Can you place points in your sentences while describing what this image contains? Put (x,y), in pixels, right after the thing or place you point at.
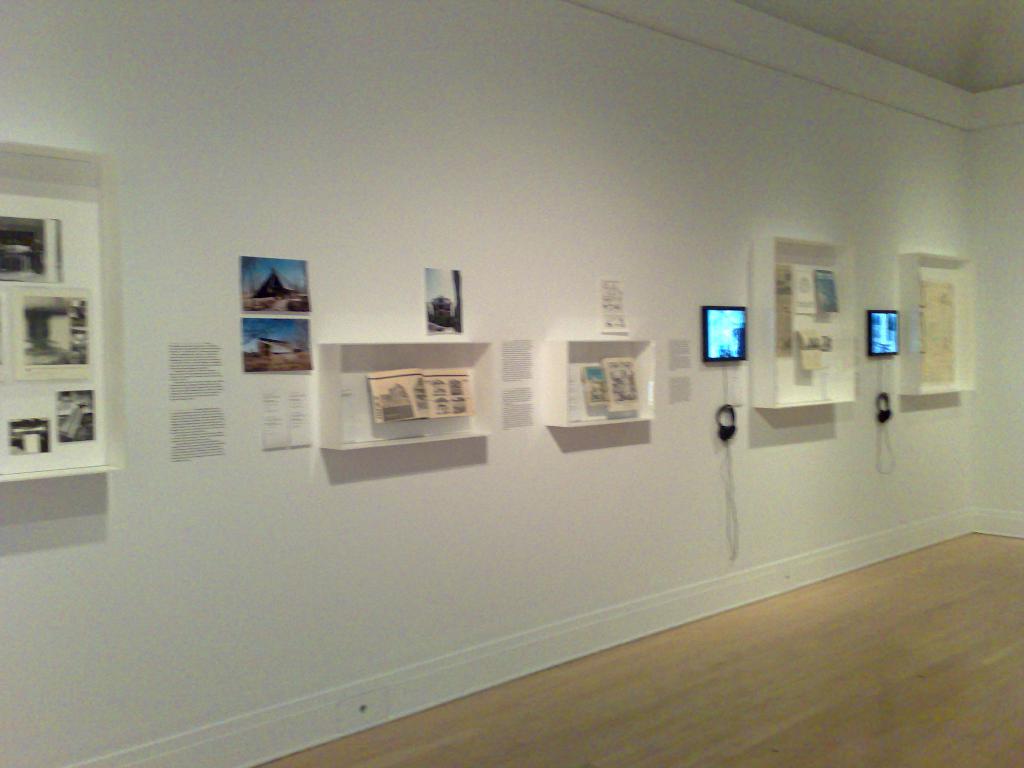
This image is taken indoors. At the bottom of the image (544,707) there is a floor (495,723). In the middle of the image (470,448) there is a wall (519,466) with many posters (282,332) and picture frames (255,354) on it. There are a few shelves (810,325) and there are two televisions (721,354) on the wall (783,149). At the top right of the image (917,11) there is a ceiling (918,31).
